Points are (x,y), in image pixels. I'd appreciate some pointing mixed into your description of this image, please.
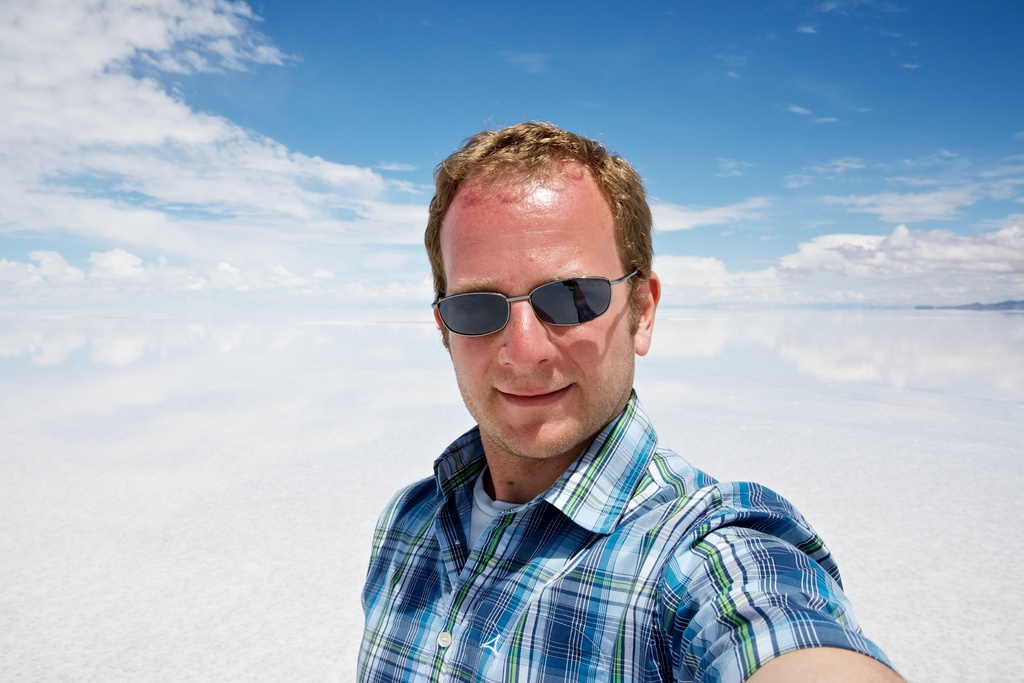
In this picture we can see a man (567,606) and in the background (498,20) we can see sky (498,20) with clouds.
